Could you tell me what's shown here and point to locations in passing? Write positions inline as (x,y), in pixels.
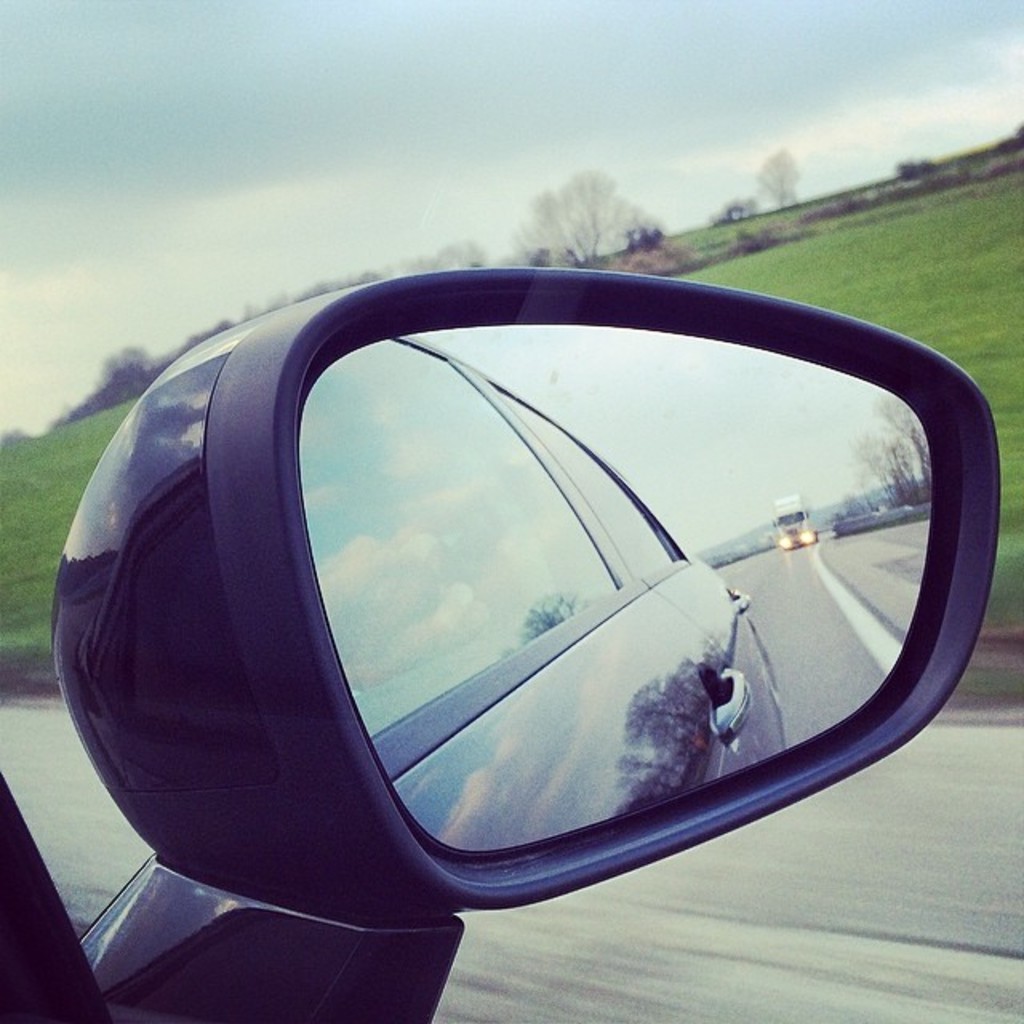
In the image there is a mirror (346,414). Inside the mirror (605,658) there is a reflection (544,626) of a car (581,598). And in the right side of the mirror (891,610) there is a road (778,554) with a truck (790,514). And behind the mirror (148,582) on the ground (976,323) there is a grass (1000,370). And also there are trees (546,241) and to the top of the image (550,44) there is a sky (528,79).
